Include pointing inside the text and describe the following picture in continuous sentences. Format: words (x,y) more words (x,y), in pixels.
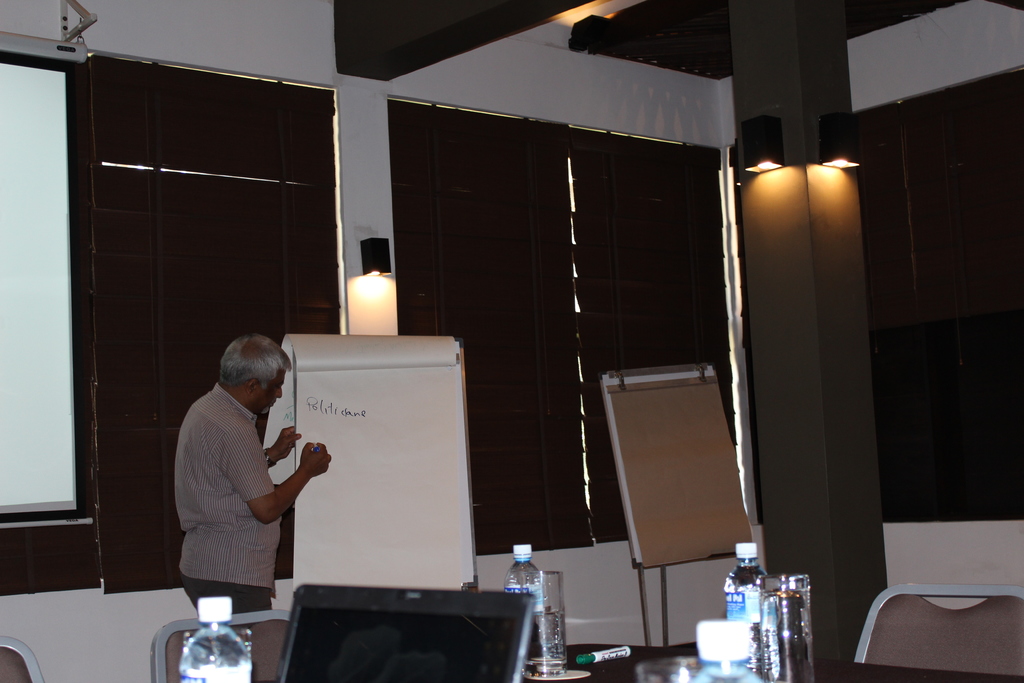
This man (234,448) is writing on this white board (374,442). Lights (776,159) are on pillar (799,160). On this table (597,668) there is a laptop (384,647), bottles (200,644), marker (619,653) and glasses (763,642). We can able to see chairs (953,627).
